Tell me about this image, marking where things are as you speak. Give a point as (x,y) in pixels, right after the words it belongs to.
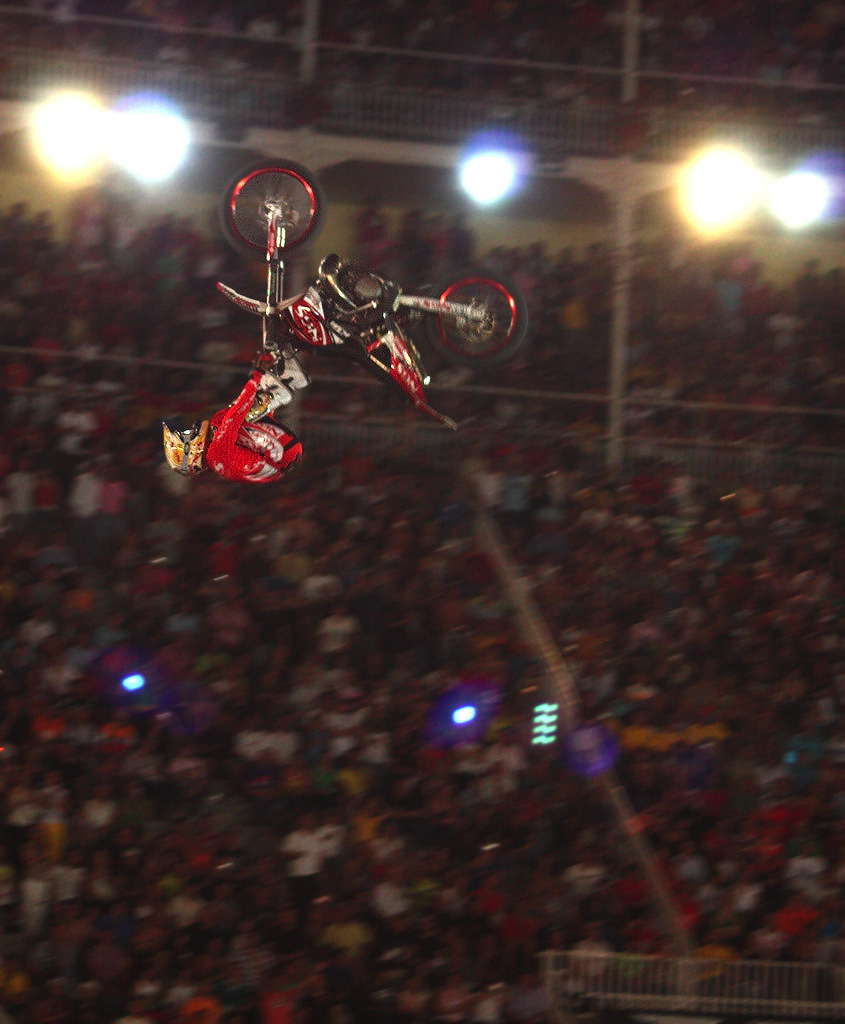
At the top of this image (337,271), there is a person (251,447) in a red color dress (227,441), holding the handle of a bike (296,325) in the air (237,330). Under this person (245,479), there are persons (290,962). In the background (763,184), there are lights (133,100) arranged, there are persons (839,62) and fences (351,132).
